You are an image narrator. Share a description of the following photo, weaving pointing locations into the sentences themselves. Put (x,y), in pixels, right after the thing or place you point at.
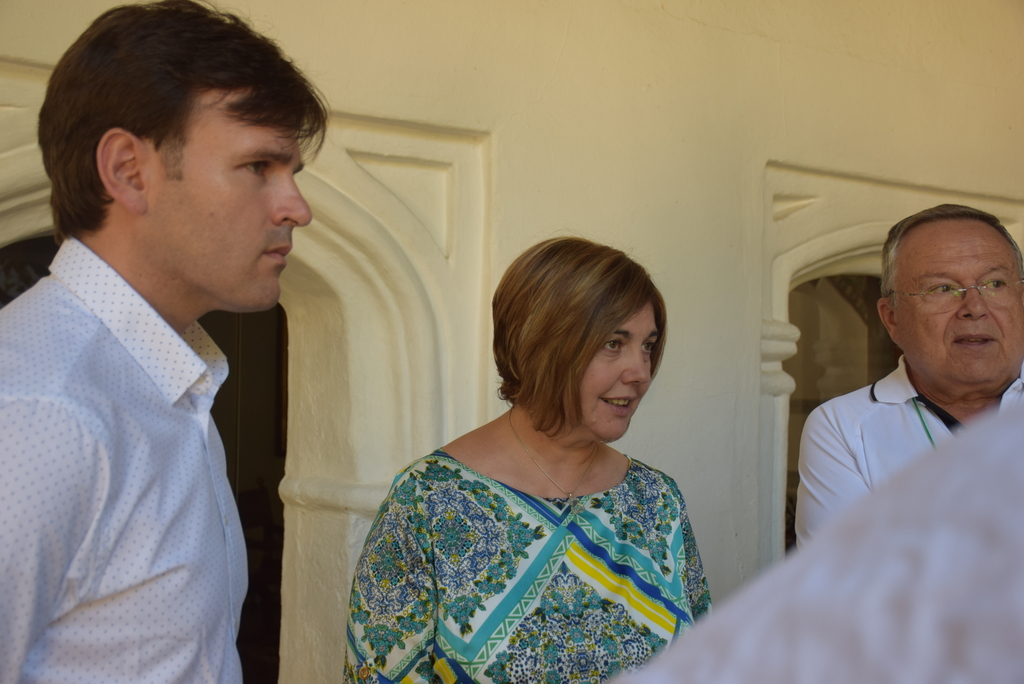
In this image, we can see three people (495,524). They are looking at the right side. Here a person (957,305) is wearing glasses (944,299). Background (754,524) i can see a wall (743,344), door (264,418), glass (843,349). In the middle of the image (574,412), we can see a woman (593,415) is smiling.
